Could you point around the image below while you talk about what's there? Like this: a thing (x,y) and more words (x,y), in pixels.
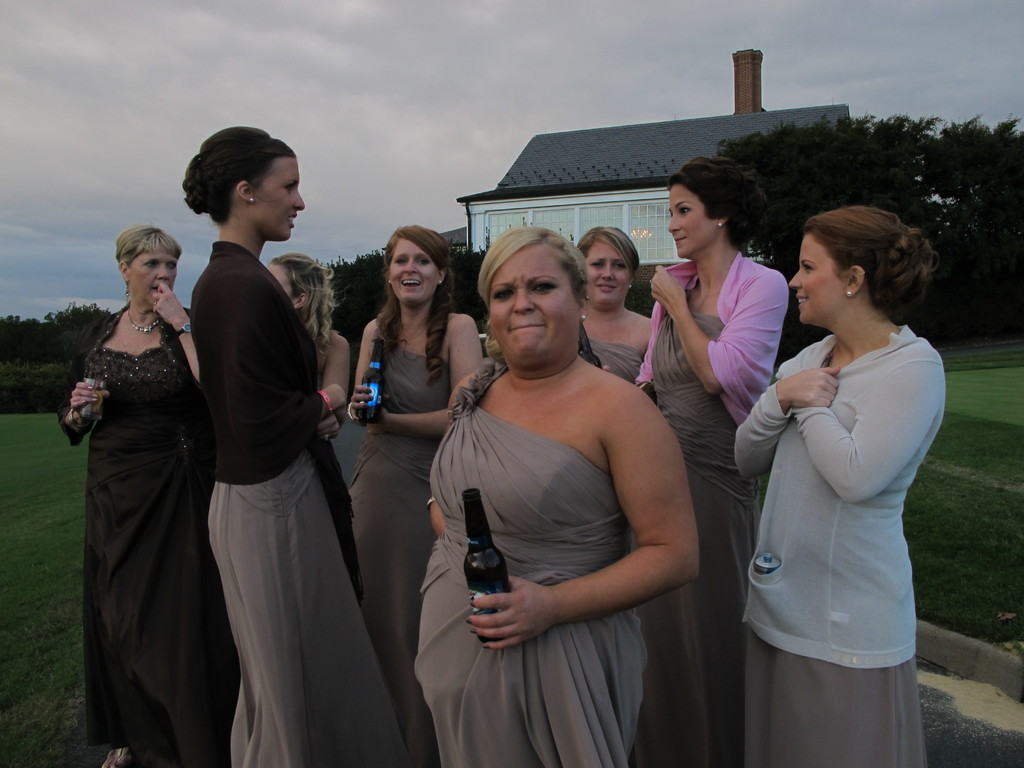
There are women (280,308) standing and these two women (426,429) are holding bottles (496,566) and we can see grass (1023,561). In the background (655,242) we can see trees (86,317), house (611,169) and sky (374,131) with clouds (505,90).
